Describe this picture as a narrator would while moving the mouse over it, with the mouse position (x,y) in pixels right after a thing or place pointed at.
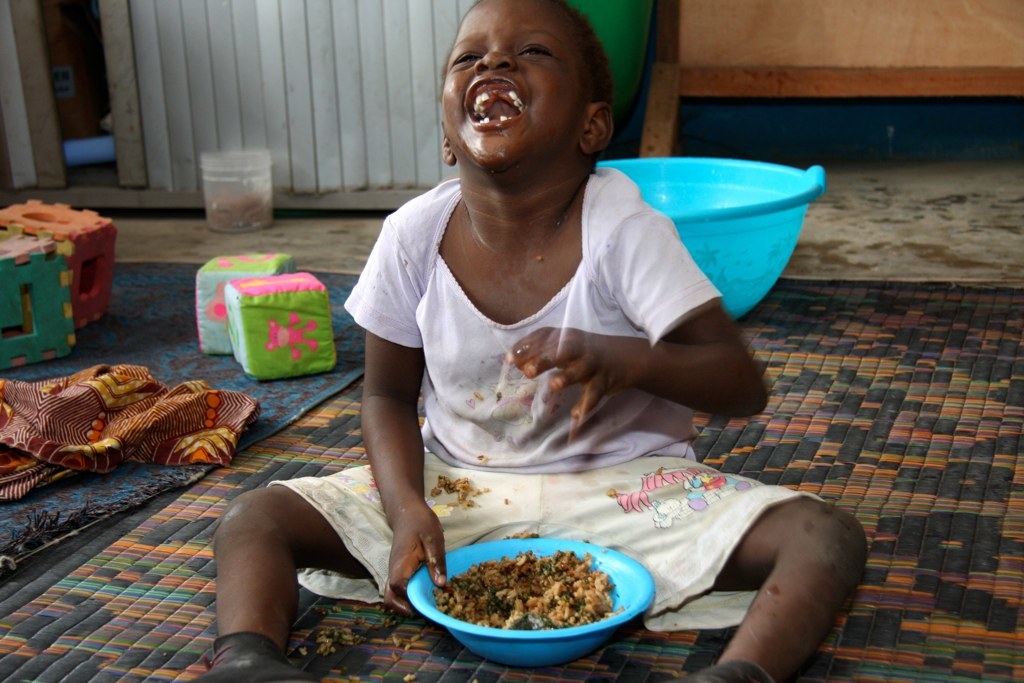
In this image we can see a boy (592,415) is sitting on a mat (928,441) and he is wearing white t-shirt (532,382). In front of him one blue color bowl (543,648) is there. In bowl (500,635) some food (502,601) is present. Behind the boy (355,284) a blue color tub (721,217) is present. Left side of the image (61,432) things (65,332) are there.
